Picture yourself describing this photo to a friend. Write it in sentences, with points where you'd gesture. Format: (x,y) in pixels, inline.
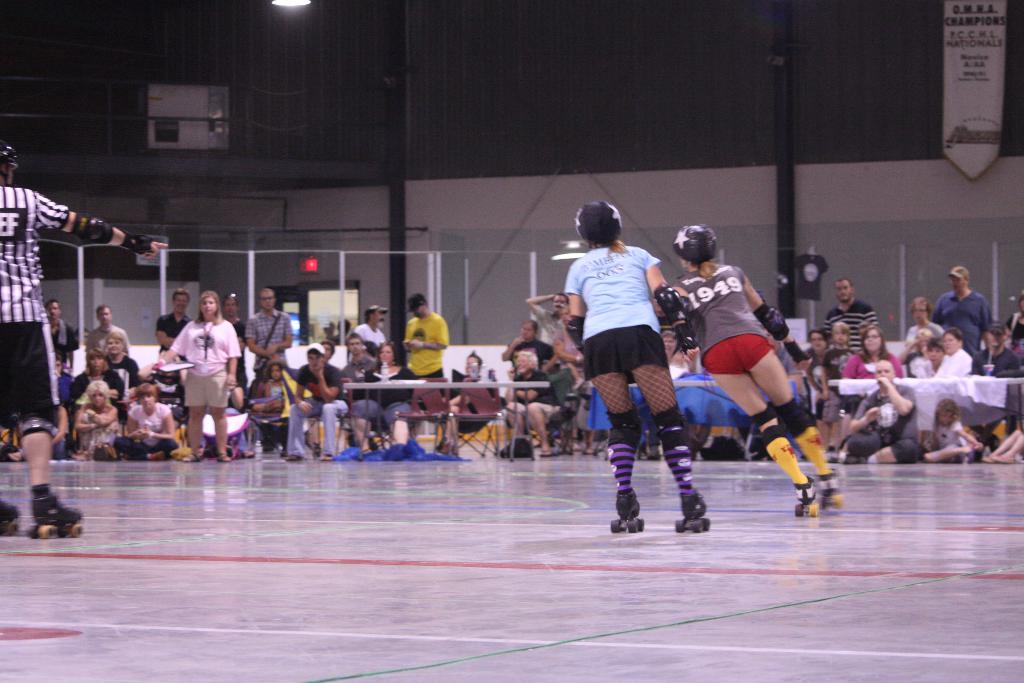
In the image there are few people (111,226) doing skating on the floor (816,607), around her there are some other people (959,450) sitting and standing inside the hall (887,560).
